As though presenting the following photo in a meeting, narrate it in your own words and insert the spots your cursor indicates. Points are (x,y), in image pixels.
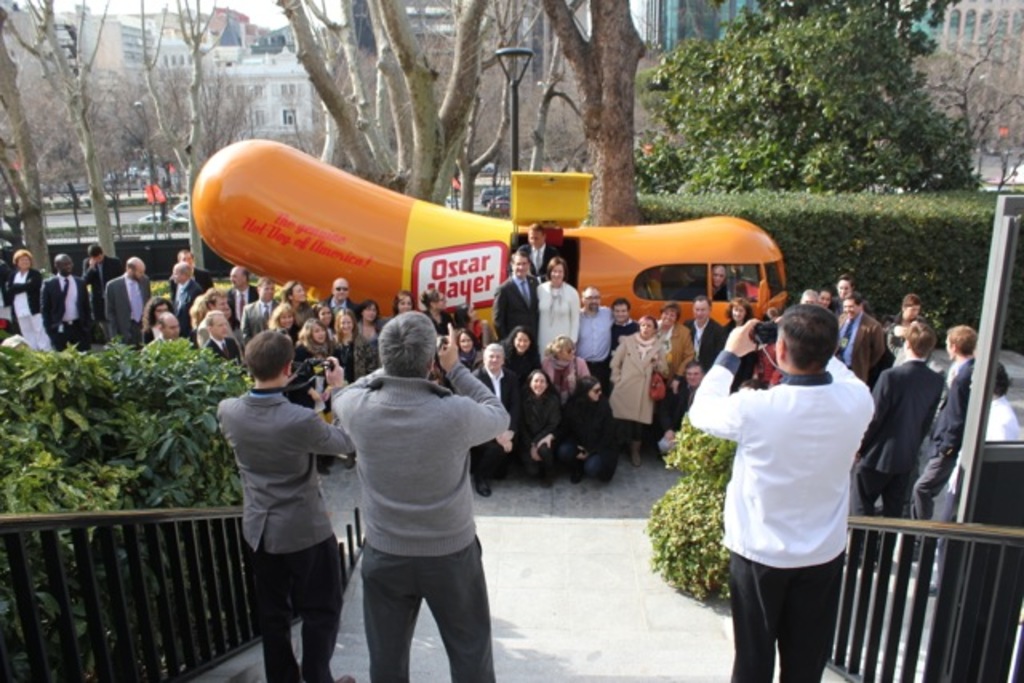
In the foreground of the picture (235,512) there are people (825,579), plants (32,558), hand railing (117,624) and staircase (610,677). In the middle of the picture (460,313) we can see people (442,306), trees (437,183), plants (735,183), hot dog like object (599,265) and various things (159,188). In the background (298,61) there are buildings (131,91), trees (729,58) and sky (155,12). Towards left (133,172) we can see vehicles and road (126,227).
